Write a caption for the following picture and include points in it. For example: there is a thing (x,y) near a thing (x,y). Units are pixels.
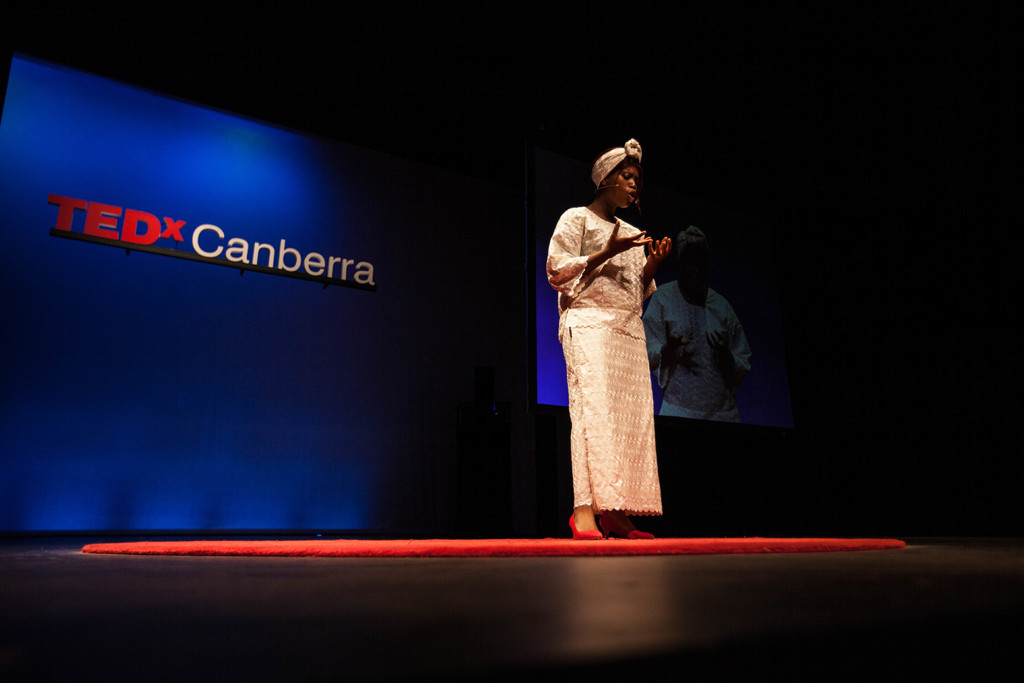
In the picture I can see a woman (622,361) wearing cream color dress (607,330) is standing and there is something written behind her and there is another image (693,305) in the background (707,285).
